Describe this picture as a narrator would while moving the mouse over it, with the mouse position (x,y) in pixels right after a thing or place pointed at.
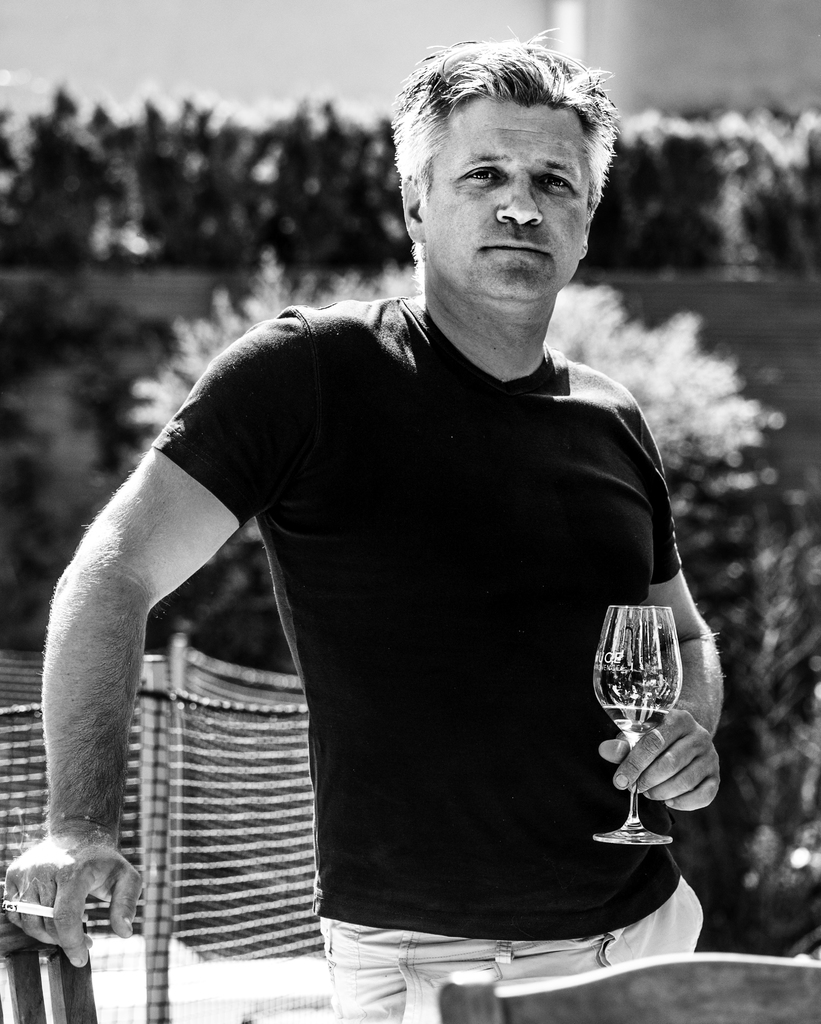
In this picture there is a person (335,576) who is standing at the right side of the image (554,938), by holding a glass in his hand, he is smoking, there are some trees (58,247) around the area of the image and there are chairs (714,1017) at the left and right side of the image (714,1000).
